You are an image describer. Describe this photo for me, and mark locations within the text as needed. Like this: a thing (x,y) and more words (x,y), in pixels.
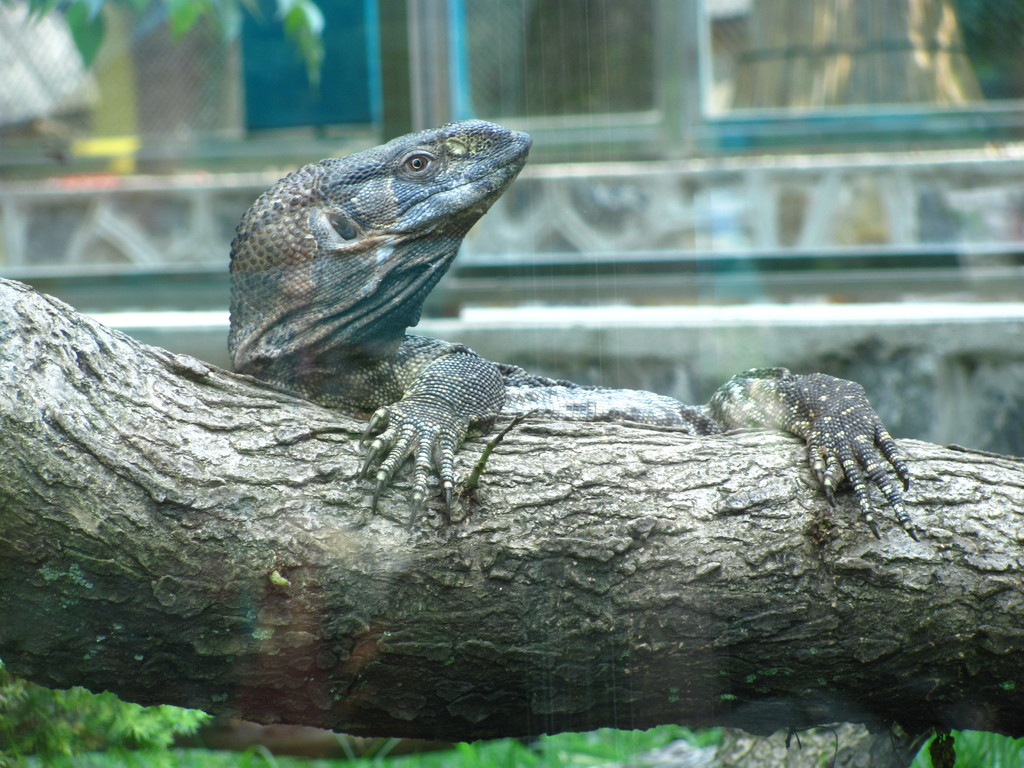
In this image I can see a reptile (454,416) on the branch (551,450) of a tree (543,548). I can see some grass (300,763) on the ground (164,749).
